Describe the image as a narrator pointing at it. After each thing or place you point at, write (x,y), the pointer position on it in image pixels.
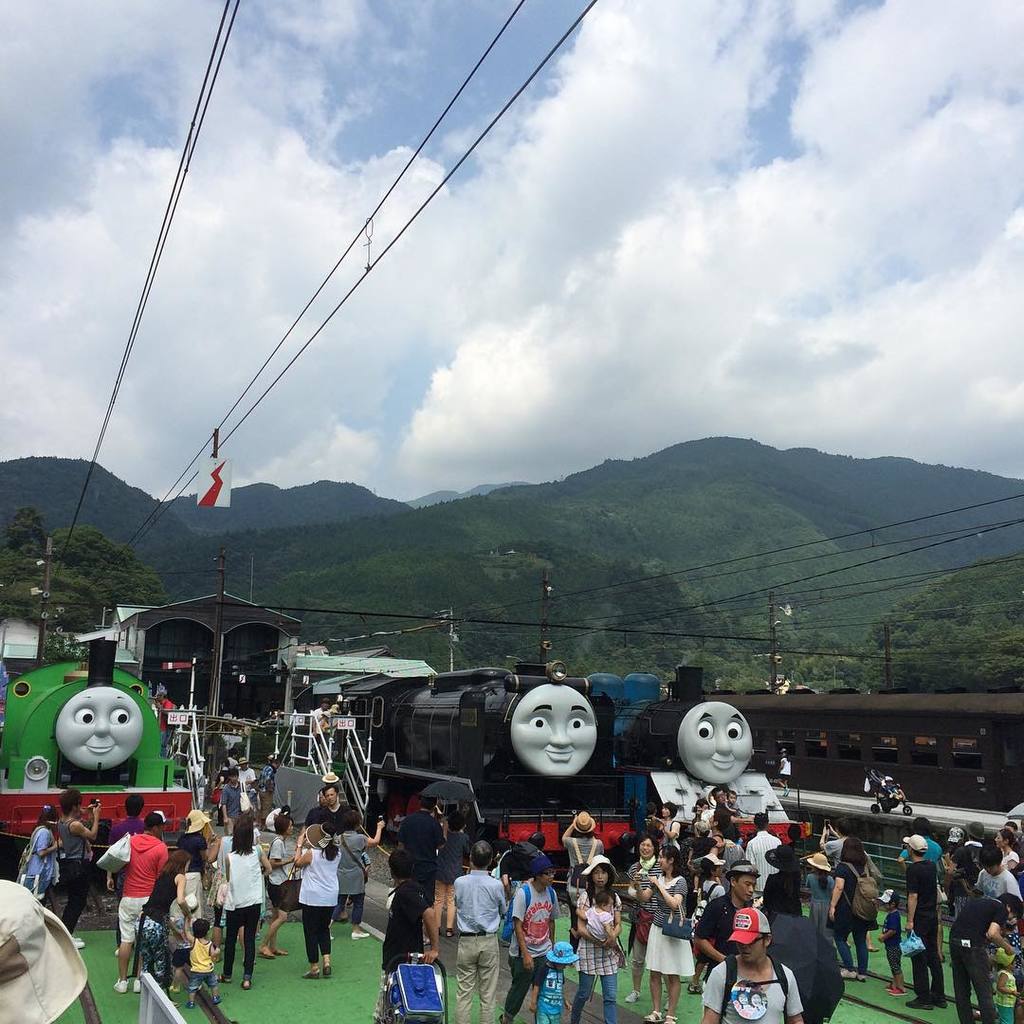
In the background of the image (710,464) there are mountains (676,532). At the top of the image (537,138) there is sky (442,242) and clouds (478,301). There are trains (419,694). There are people (467,913).
